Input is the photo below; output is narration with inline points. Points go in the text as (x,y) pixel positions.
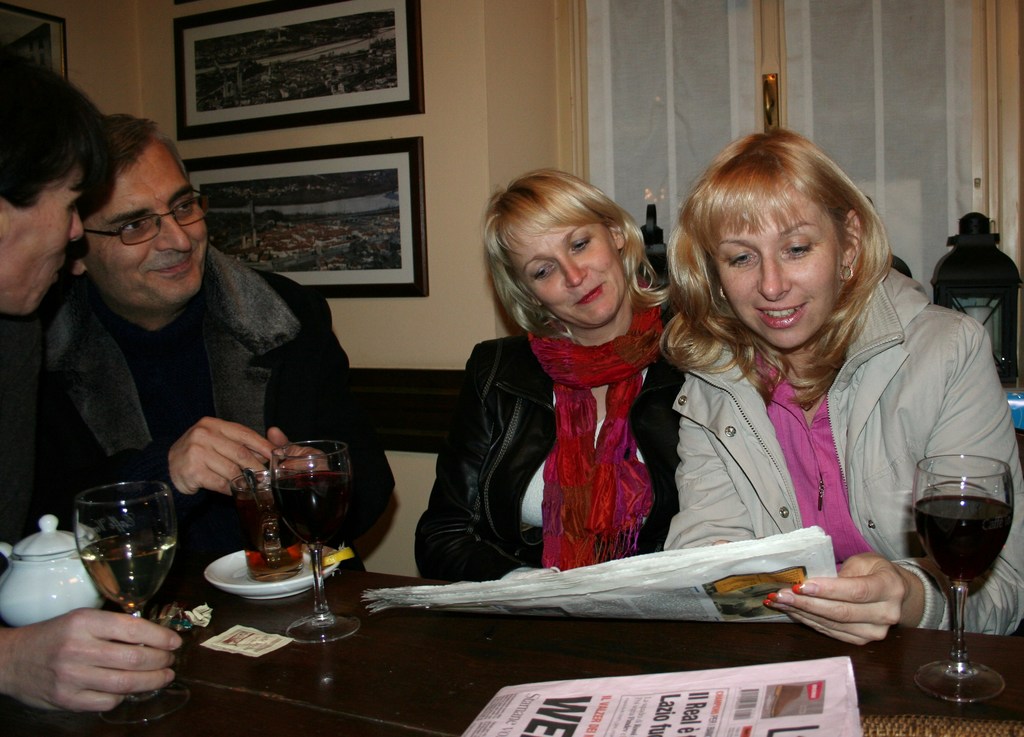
In this image, we can see some people (789,431) sitting on the seats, there are some glasses (923,499) on the table (281,683), we can see two newspaper (589,583), in the background (522,139) there is a wall (522,139) and there are some photos (335,145) on the wall (313,145).
